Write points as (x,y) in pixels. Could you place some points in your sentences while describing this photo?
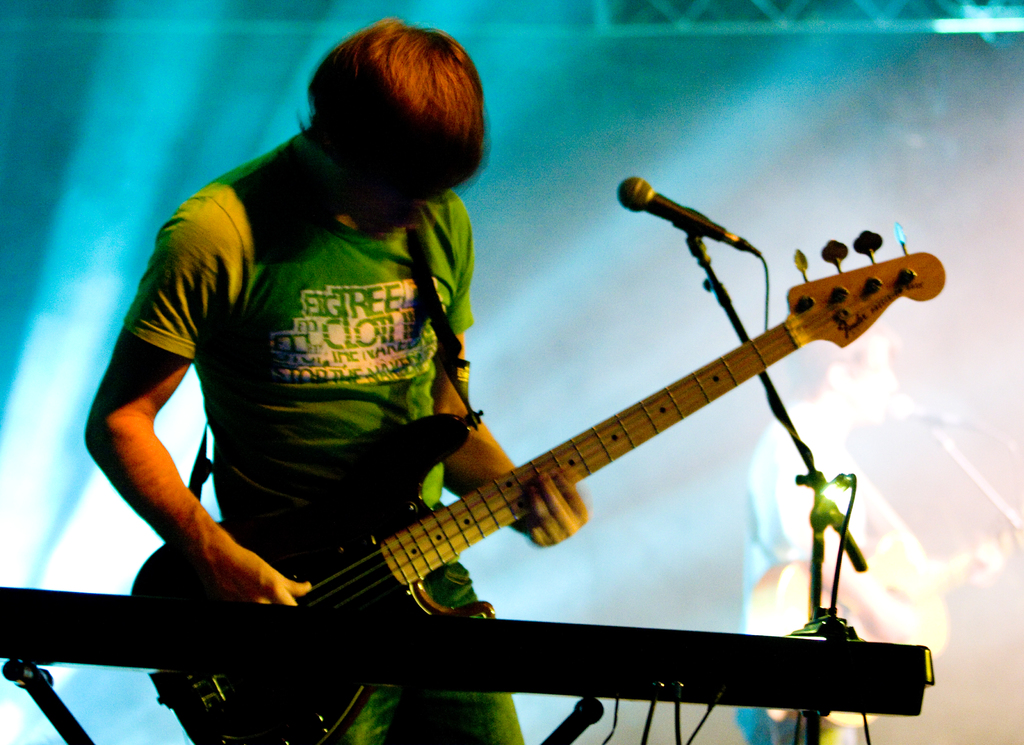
here in this picture we can see person (395,398) standing and holding a guitar (453,553) with a micro phone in front of him, here we can also see the piano stand (255,629), here we can also see person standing far away from this person (340,352).
